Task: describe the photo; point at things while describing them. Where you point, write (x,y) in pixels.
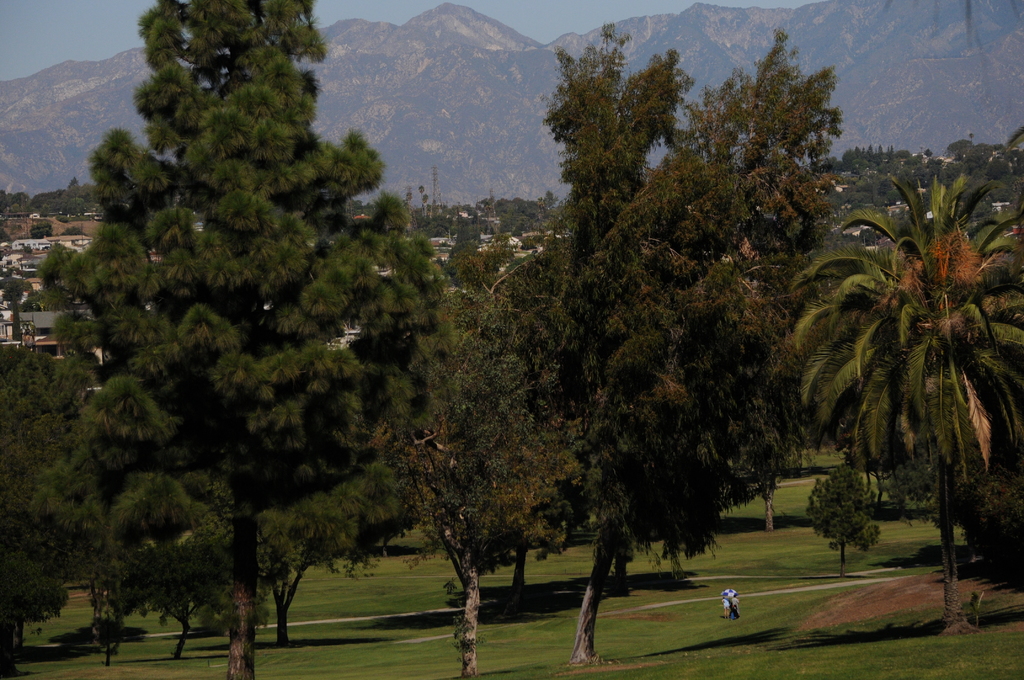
This is grass (616,656) and there is a person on the ground (744,597). Here we can see trees (566,341), houses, and mountain (57,129). In the background (564,14) there is sky (584,14).
